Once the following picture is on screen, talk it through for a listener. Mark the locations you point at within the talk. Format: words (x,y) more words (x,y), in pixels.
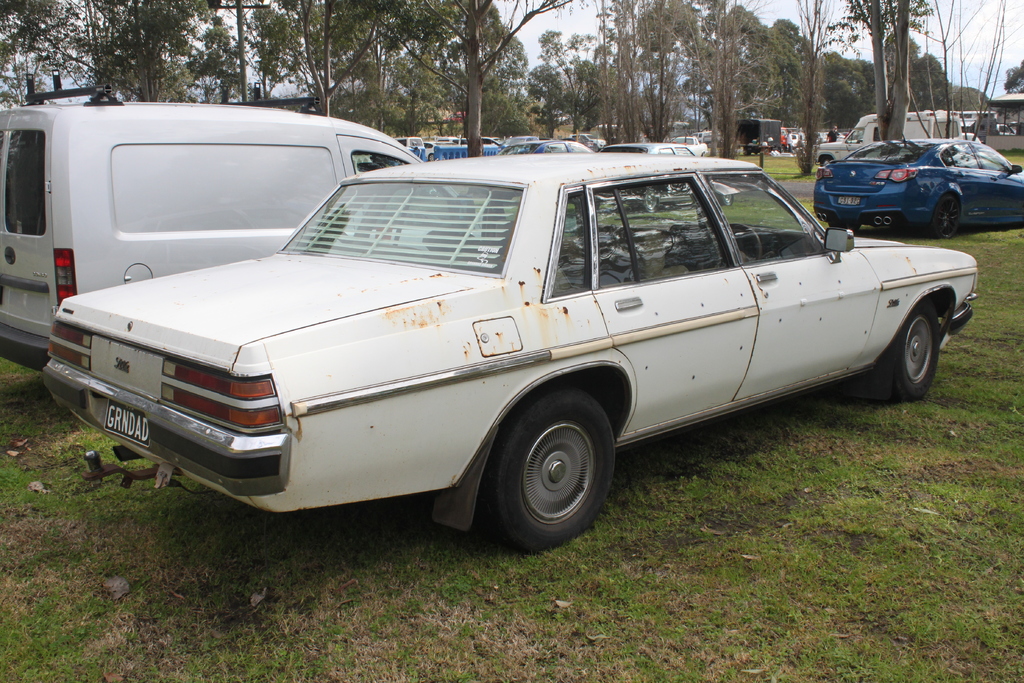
This image consists of many cars (506,206) parked on the ground (236,593). At the bottom (419,599), there is green grass (472,588). In the background (136,1), there are trees (436,8). At the top (278,93), there is sky (518,22).
